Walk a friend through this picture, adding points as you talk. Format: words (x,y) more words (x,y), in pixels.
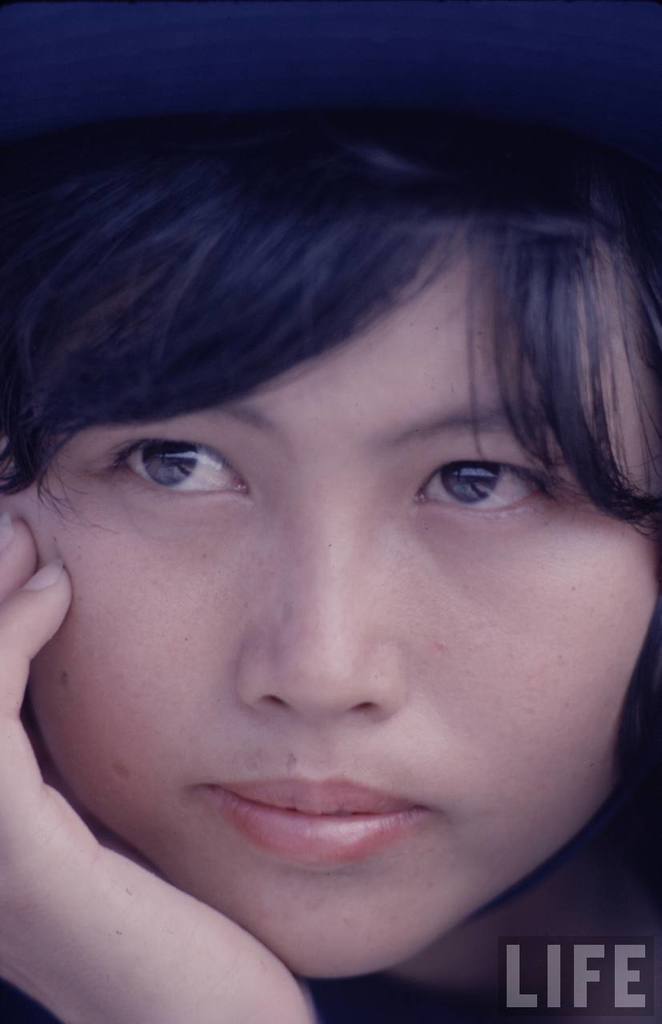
In this picture we can see a person's face (236,681) and hand (181,985), there is some text (576,985) at the right bottom (574,970).
